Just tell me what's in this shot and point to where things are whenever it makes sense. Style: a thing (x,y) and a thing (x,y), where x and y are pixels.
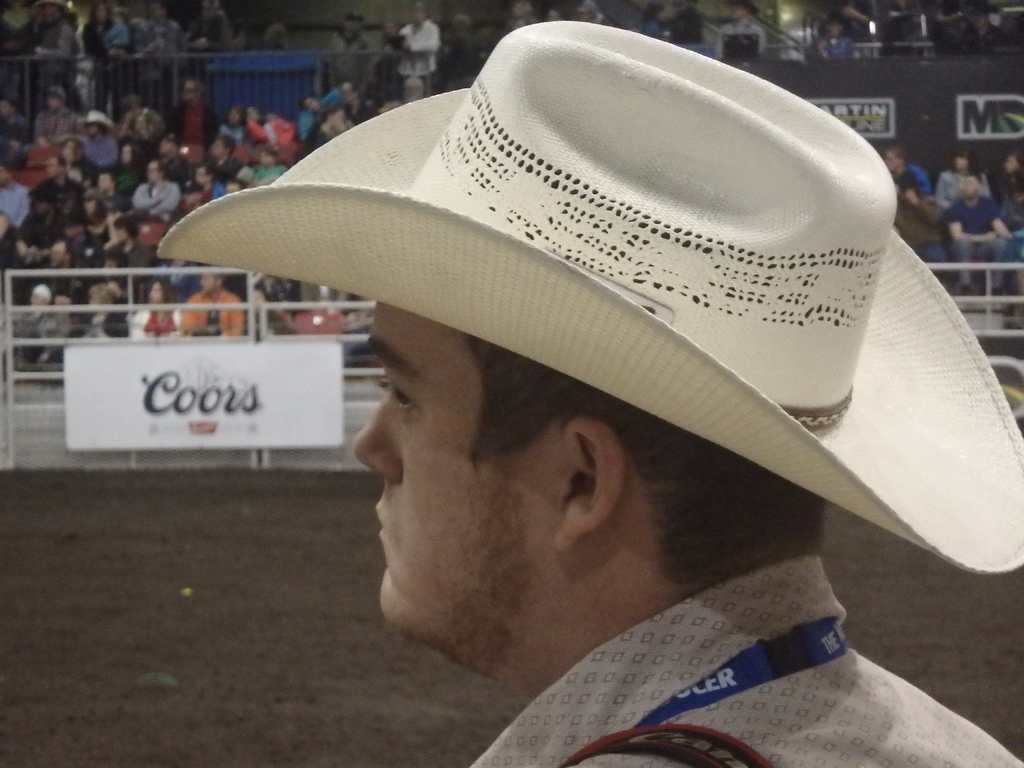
In the center of the image (616,439) we can see one person (638,611) standing and he is wearing a hat (615,342). In the background (950,156), we can see the fences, banners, few people (968,219) are sitting, few people (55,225) are standing and a few other objects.
